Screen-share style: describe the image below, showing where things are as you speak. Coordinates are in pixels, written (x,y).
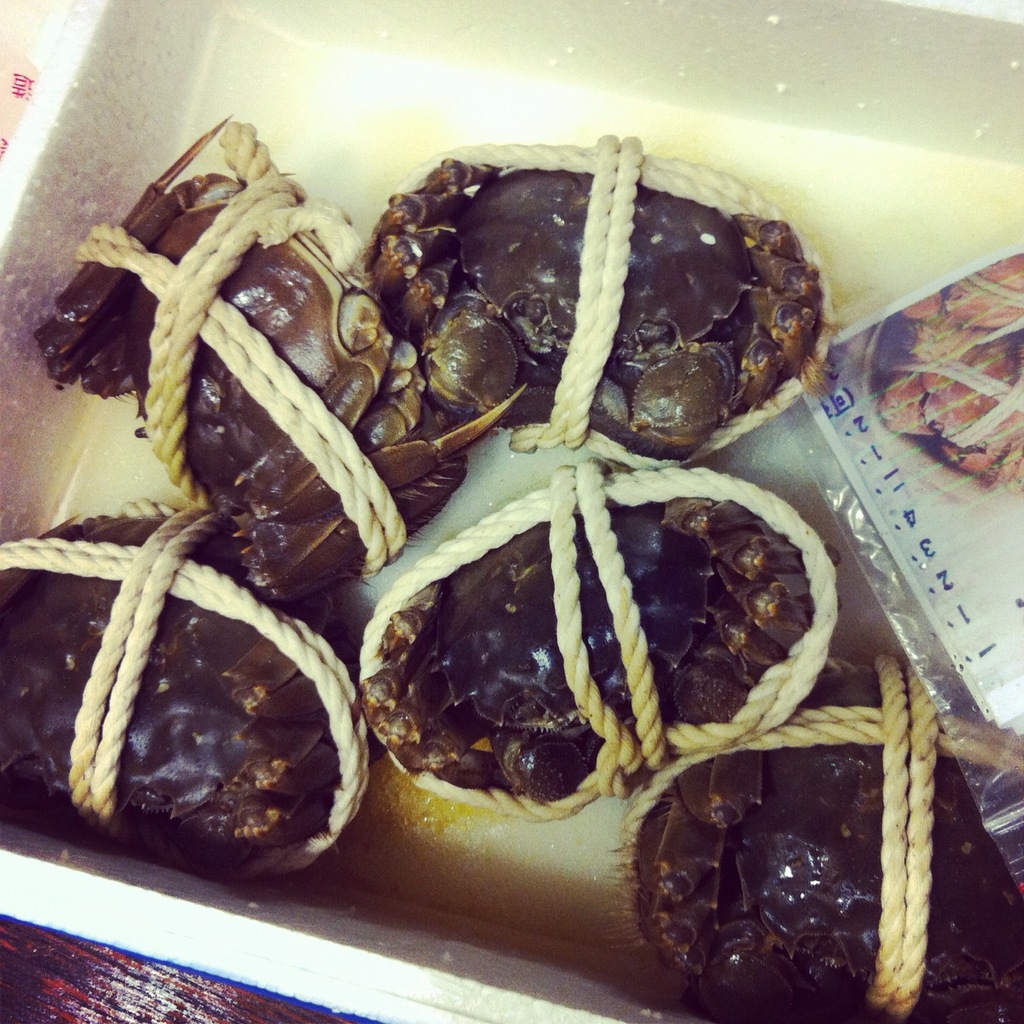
In this image there are some crabs (676,808) tied with rope (644,732) and kept in a box (416,837) beside that there is a paper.
